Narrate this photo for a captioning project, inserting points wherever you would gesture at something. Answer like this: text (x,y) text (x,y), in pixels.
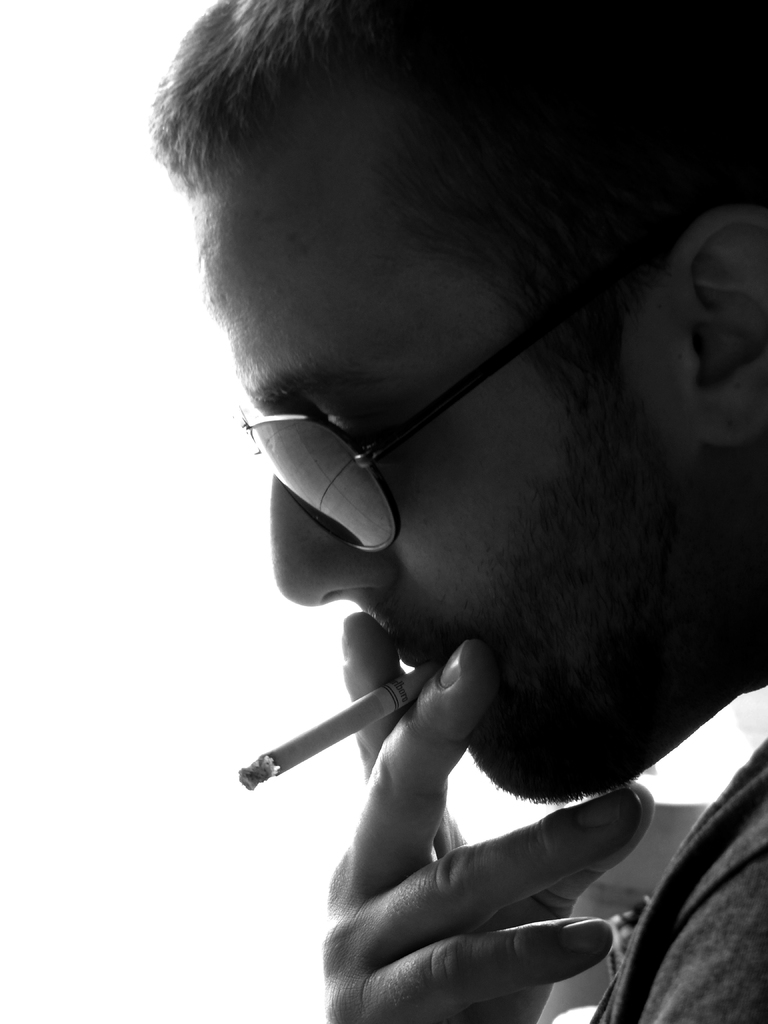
In this picture there is a man (481,628) smoking and wore glasses (302,464). In the background of the image (187,495) it is white.
